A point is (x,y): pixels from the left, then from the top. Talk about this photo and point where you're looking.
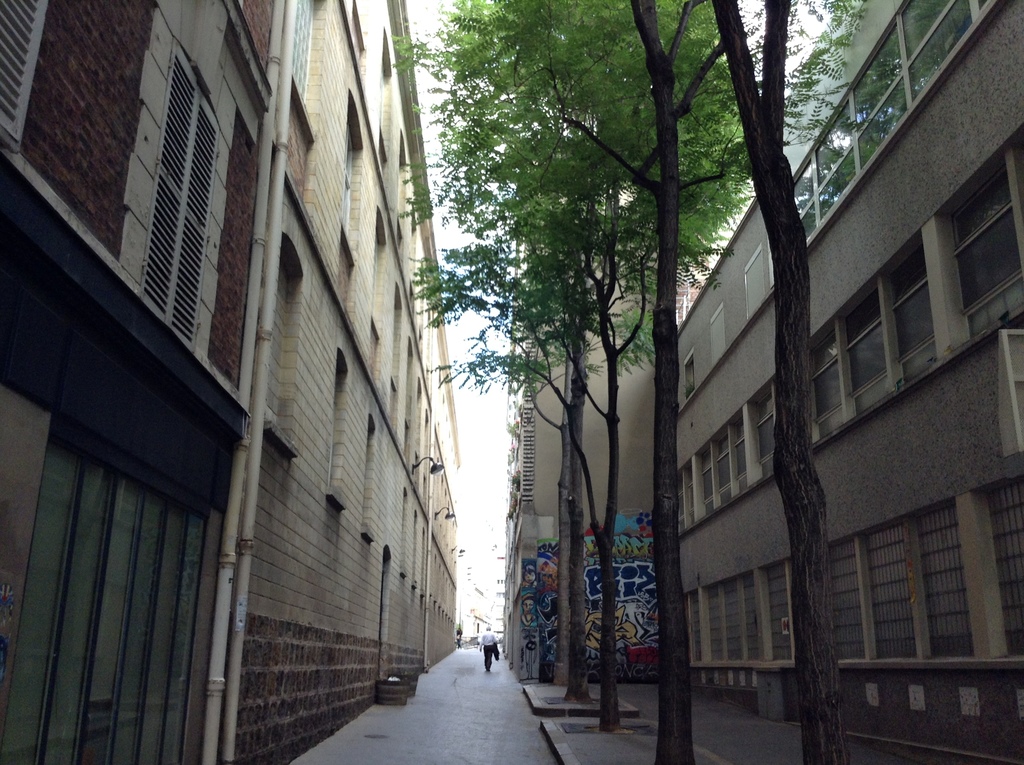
In this picture we can see buildings (980,188) and trees (780,465). We can see painting (631,533) on the wall (621,629). We can see a person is walking on the pathway (471,685).
